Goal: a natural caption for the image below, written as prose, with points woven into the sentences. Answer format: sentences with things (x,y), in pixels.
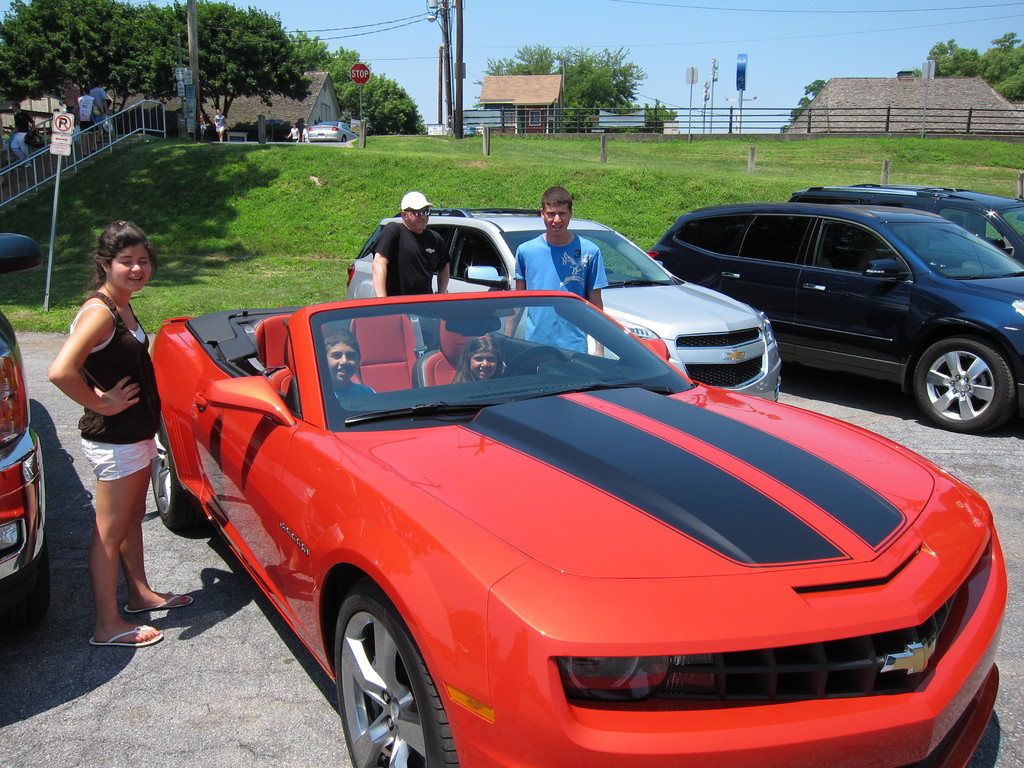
On a road (178,634) there are several cars (519,480). In the red color car (432,476) there are two people (349,367) sitting. There is a lady (113,407) in the left side (120,455). And two men (445,248) behind the car (466,295). Behind them there is a grass (275,171), trees (206,66), houses (323,89), sign board (352,79) and some electrical pole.
